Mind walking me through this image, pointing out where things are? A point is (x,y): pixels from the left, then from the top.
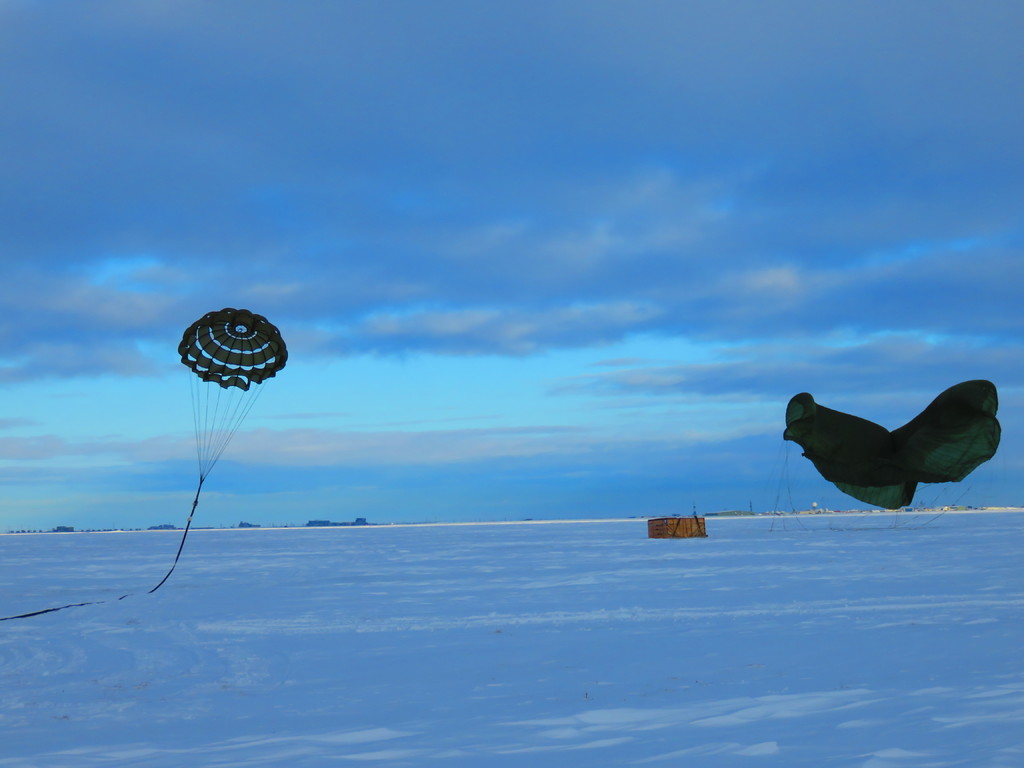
In this picture I can see snow (649,641). I can see clouds (277,292) in the sky (489,170). I can see parachutes (902,436).
